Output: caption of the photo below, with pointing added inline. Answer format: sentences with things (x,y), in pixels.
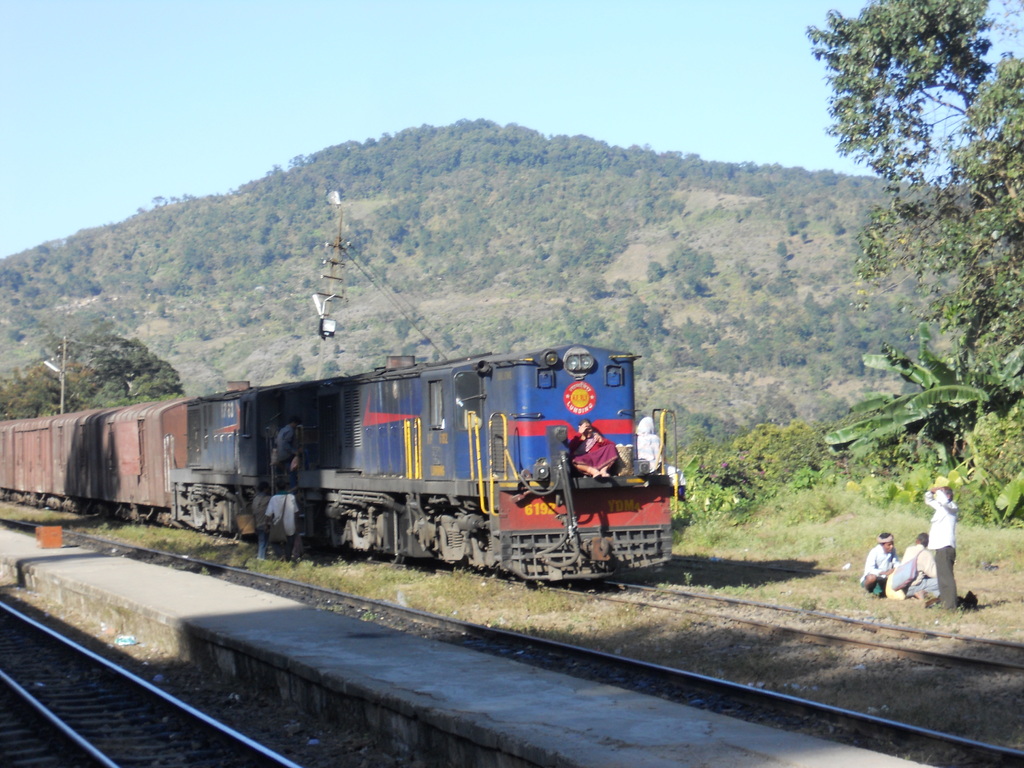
In this image there is a train (565,544) on the rail track (789,633). Few people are on the train (208,498). Few people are on the grassland (776,549). Right side (984,463) there are plants (902,460) and trees (967,435). Background (409,202) there is a hill (568,250) having trees (306,202). Top of the image (298,107) there is sky (246,138).
